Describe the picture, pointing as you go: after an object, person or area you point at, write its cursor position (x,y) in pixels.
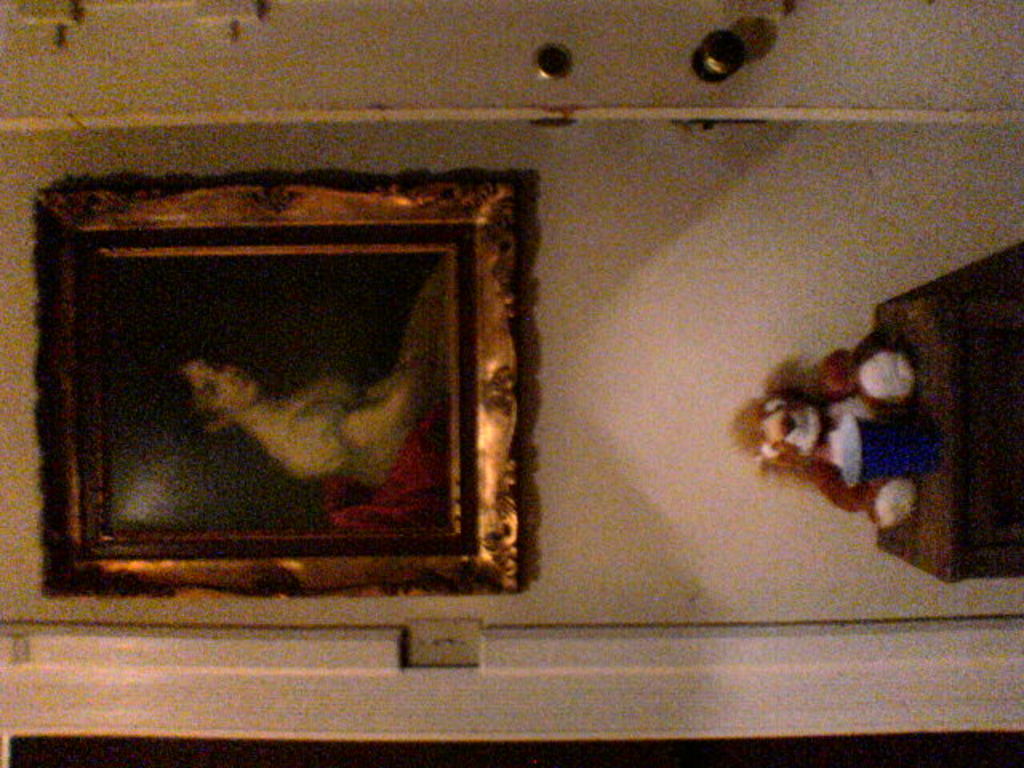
In this image there is a photo frame (375,419) which is attached to the wall (636,402). Below the photo frame (379,390) there is a toy (859,443) on the stool (964,446). At the top (493,68) there is a door (409,50).
